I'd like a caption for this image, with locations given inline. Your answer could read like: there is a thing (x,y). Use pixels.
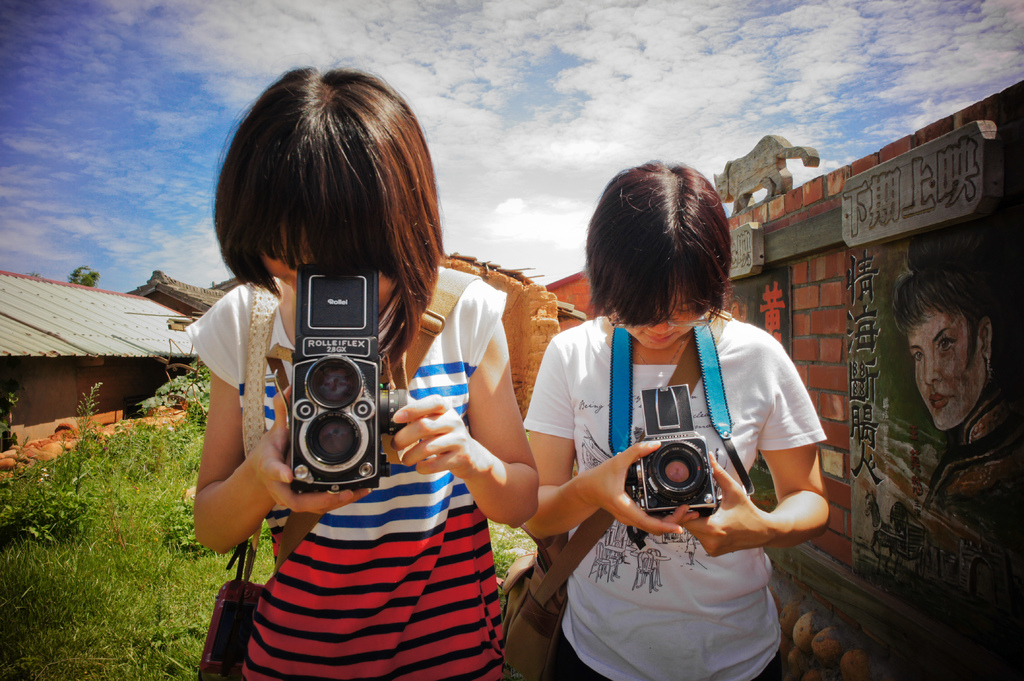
In the image we can see there are two people (514,425) who are holding camera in their hands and behind them there is a cloudy sky (577,53) on the top (499,65) and the ground (140,579) is filled with grass (167,610).
